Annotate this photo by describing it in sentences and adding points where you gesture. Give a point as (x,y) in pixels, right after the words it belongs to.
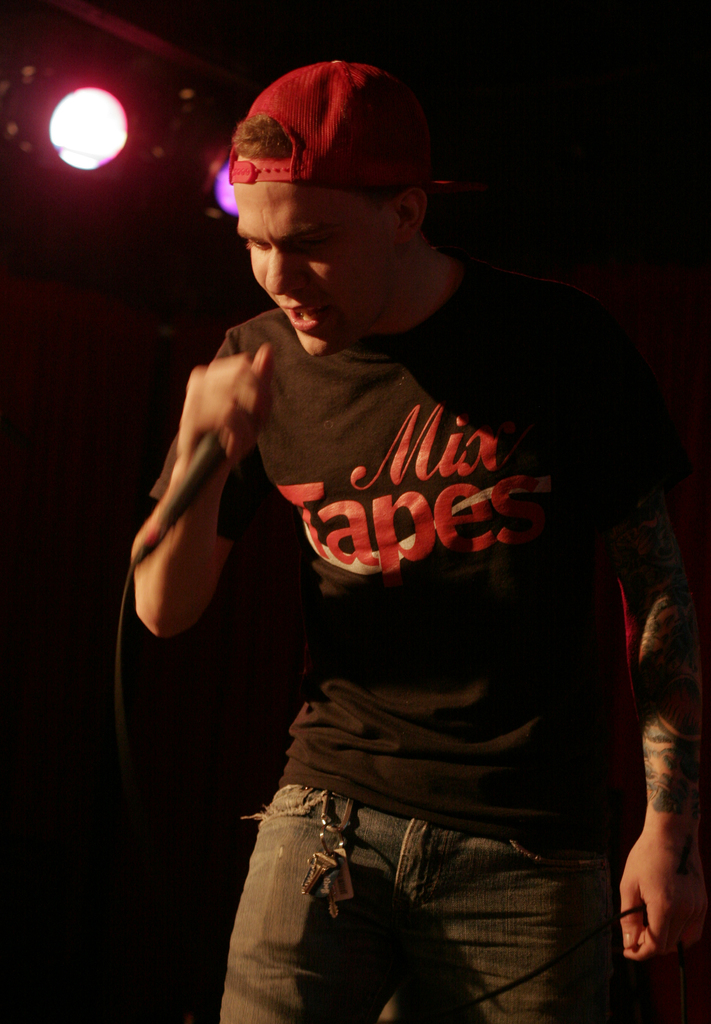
In the image is a man (340,576) holding a mic (207,478) and singing and in background (110,136) there are lights (76,143).
